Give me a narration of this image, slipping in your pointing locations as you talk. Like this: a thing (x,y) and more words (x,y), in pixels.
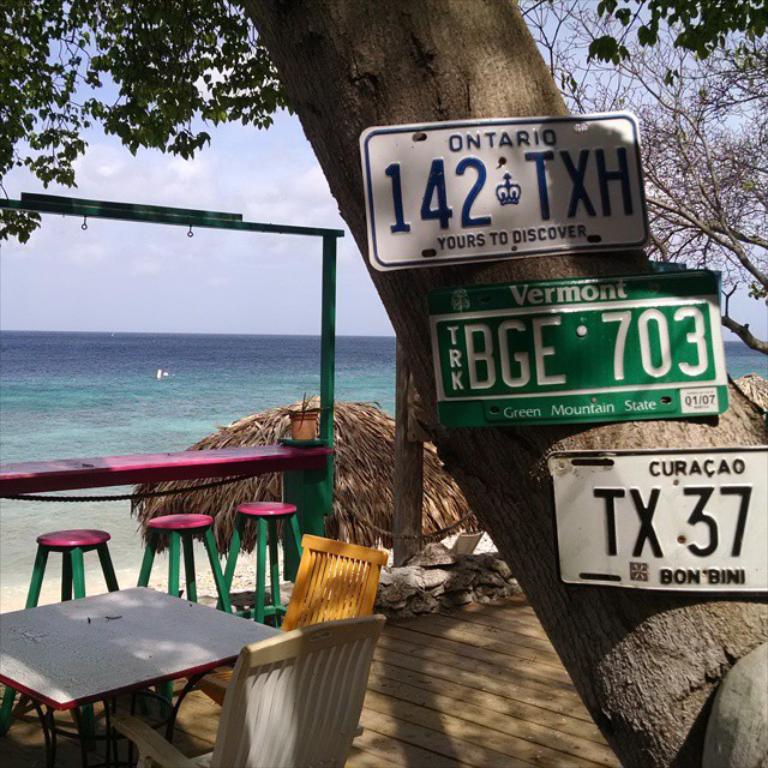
This is the image with the 3 number plates (568,159) that are fixed to the tree (435,65) and the left side of the tree (342,96) there are 3 chairs (32,597), a table (310,472), a jar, another table (14,651) and 2 chairs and umbrella (372,526) and at the back ground (231,324) there is a beach (260,381), sky (271,323) covered with clouds (37,254).
